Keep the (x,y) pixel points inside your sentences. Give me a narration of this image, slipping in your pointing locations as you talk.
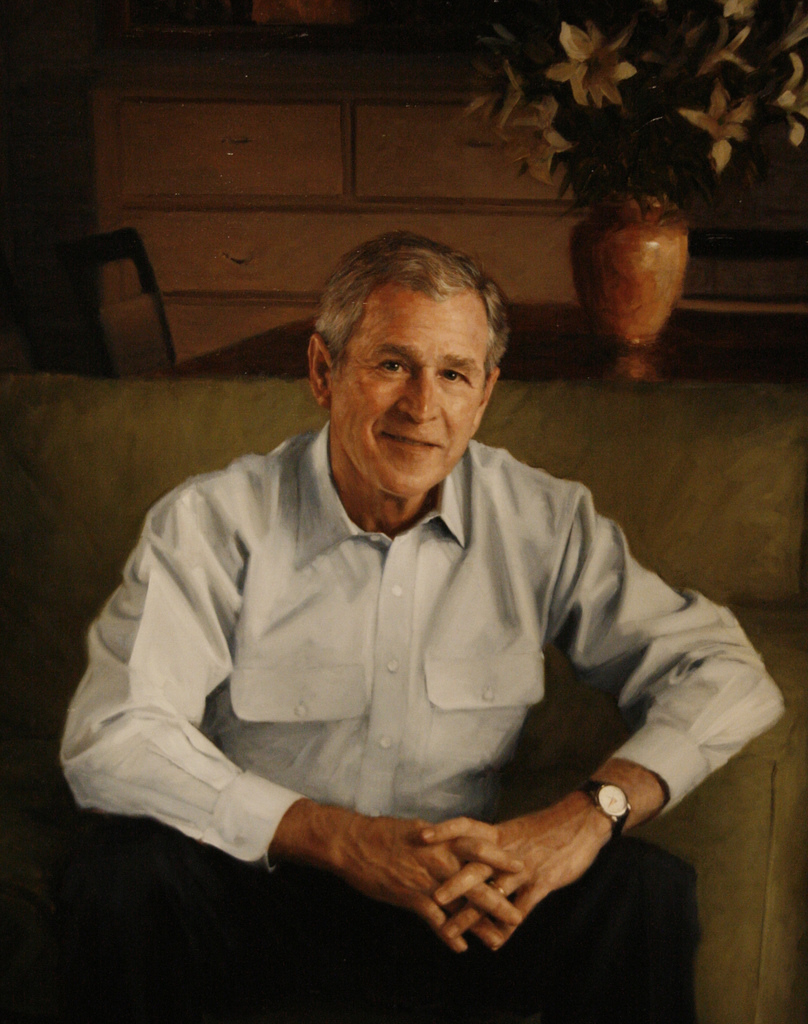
In this image we can see a person (490,625) sitting and in the background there is a flower pot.
